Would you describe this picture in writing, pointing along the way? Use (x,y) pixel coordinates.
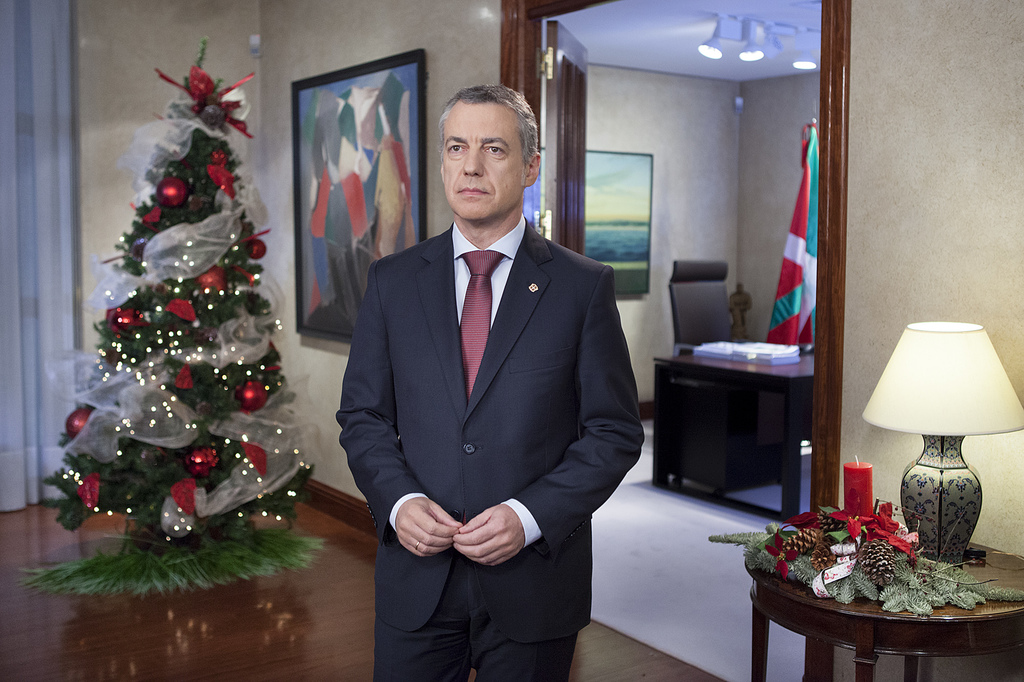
As we can see in the image there is a white color wall (128,104), painting (296,156), Christmas tree (239,185), a man (479,176) standing over here. On the right side (940,425) there is a lamp (939,403) and in the background (749,369) there is a table (728,417), chair (706,290) and a flag (776,298).
